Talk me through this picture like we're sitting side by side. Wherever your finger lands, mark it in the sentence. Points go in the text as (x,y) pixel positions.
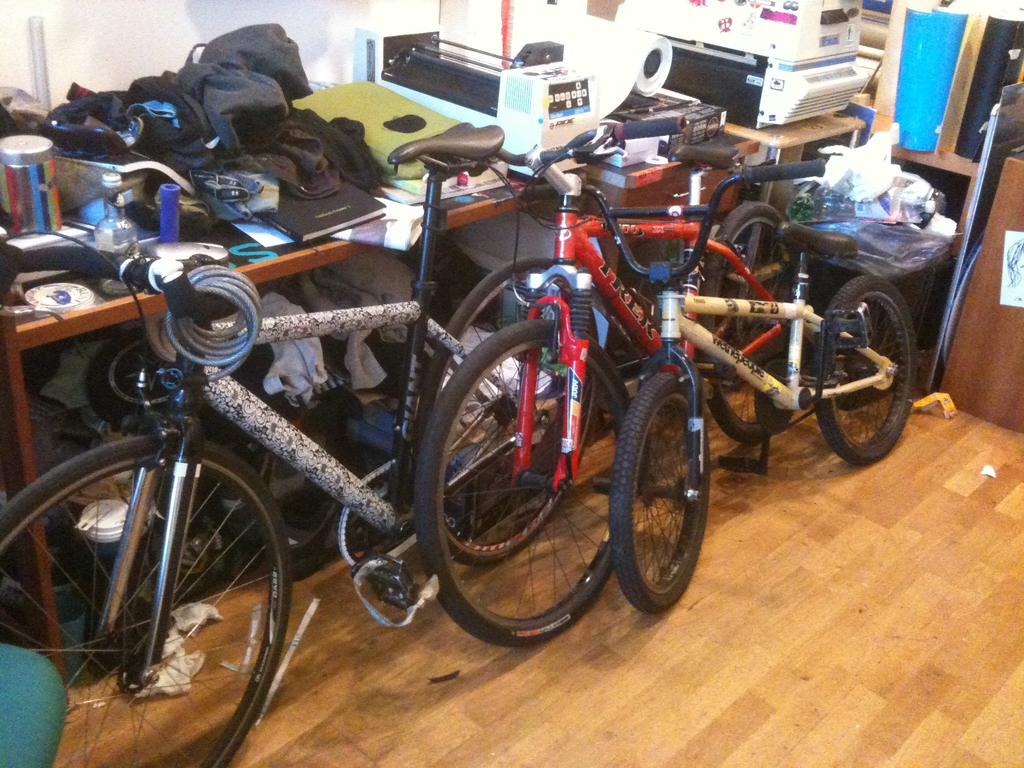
In this image, we can see few bicycles (701,504) are on the wooden surface (824,580). Background (1022,139) we can see table (63,331), clothes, few objects (120,214), machines (834,79) and things (978,193).
